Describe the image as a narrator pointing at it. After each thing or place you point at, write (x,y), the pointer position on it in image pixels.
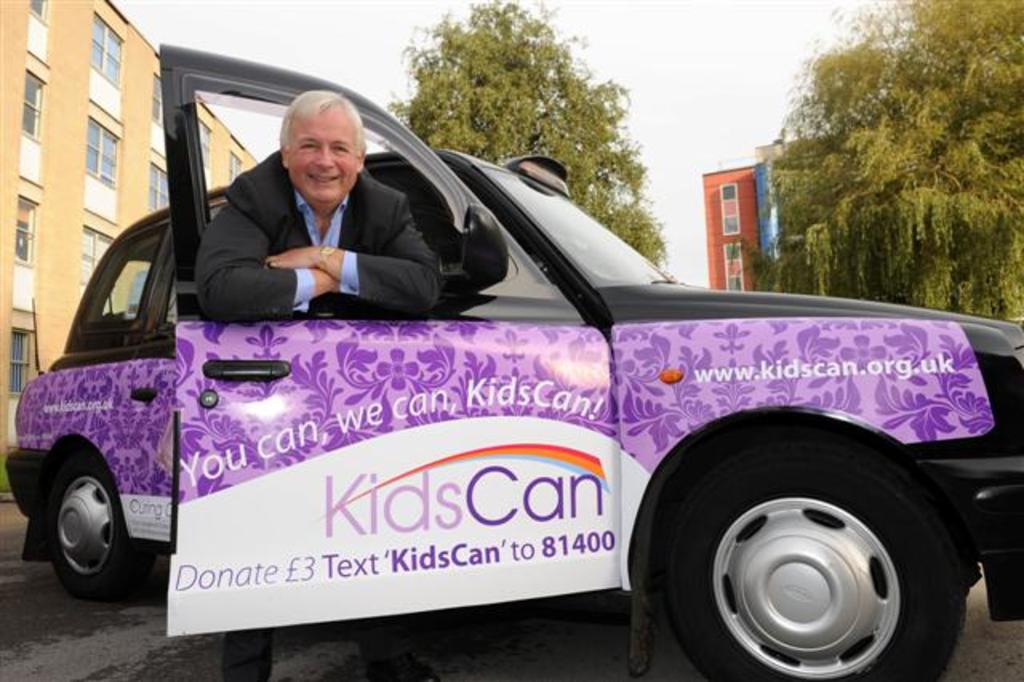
In this image I can see a car (231,345). I can also see a person (330,203) wearing black blazer (265,205), blue shirt (339,287) and the car (654,279) is in black color. Background (946,161) I can see trees (786,128) in green color, buildings (207,123) in cream, orange and blue color, sky (756,114) in white color.
